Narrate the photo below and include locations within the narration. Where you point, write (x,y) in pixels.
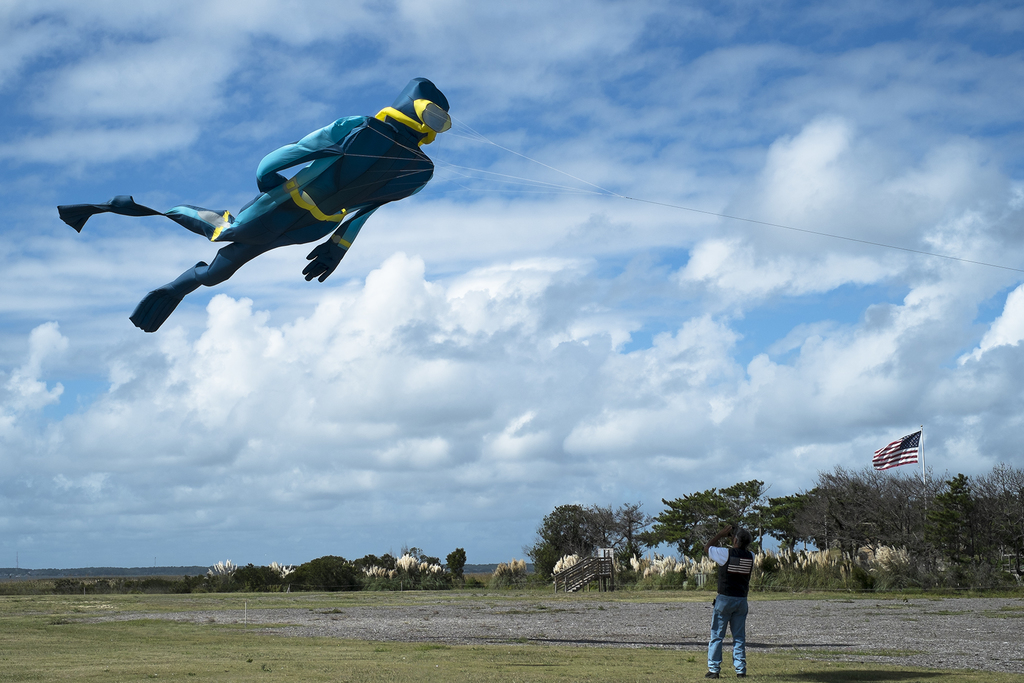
In this image we can see a kite (359,165). To the right side of the image (744,542) there is a person (743,578) standing. At the bottom of the image (253,637) there is grass (152,644). In the background of the image (322,587) there are trees (837,526), flag (888,448). At the top of the image (934,139) there is sky (730,246) and clouds (386,345).
